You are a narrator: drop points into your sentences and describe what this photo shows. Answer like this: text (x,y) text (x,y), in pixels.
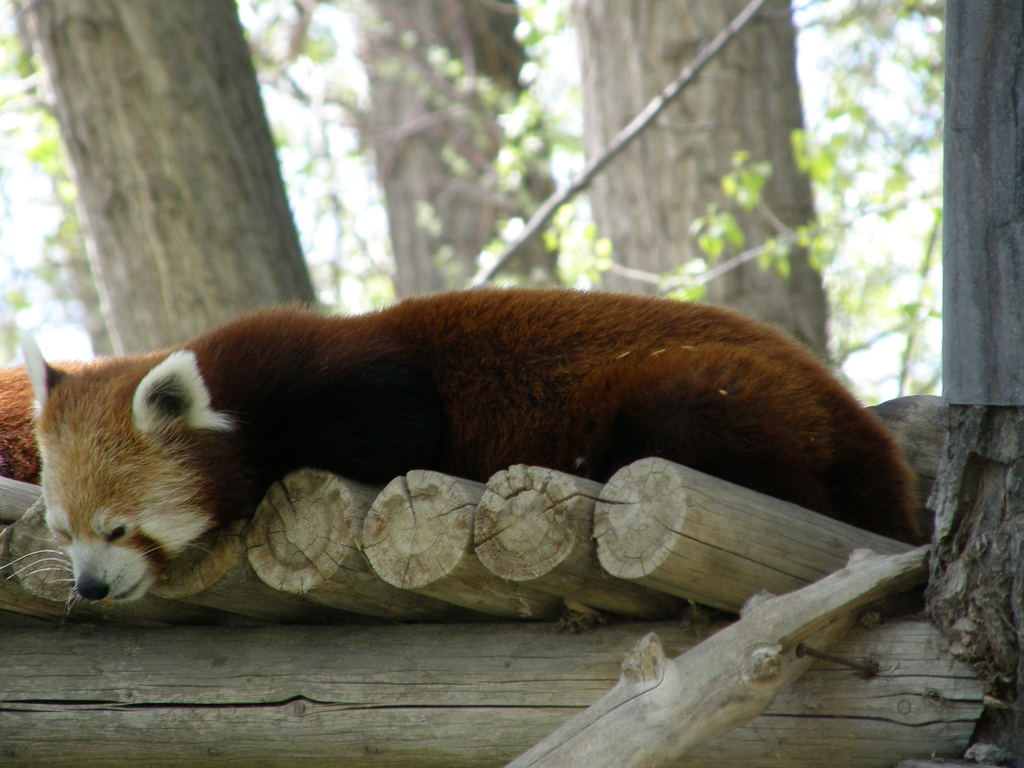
In this image we can see two red pandas (203,423) which are resting on the wooden surface (413,506) and in the background of the image (382,174) there are some trees (172,222).
